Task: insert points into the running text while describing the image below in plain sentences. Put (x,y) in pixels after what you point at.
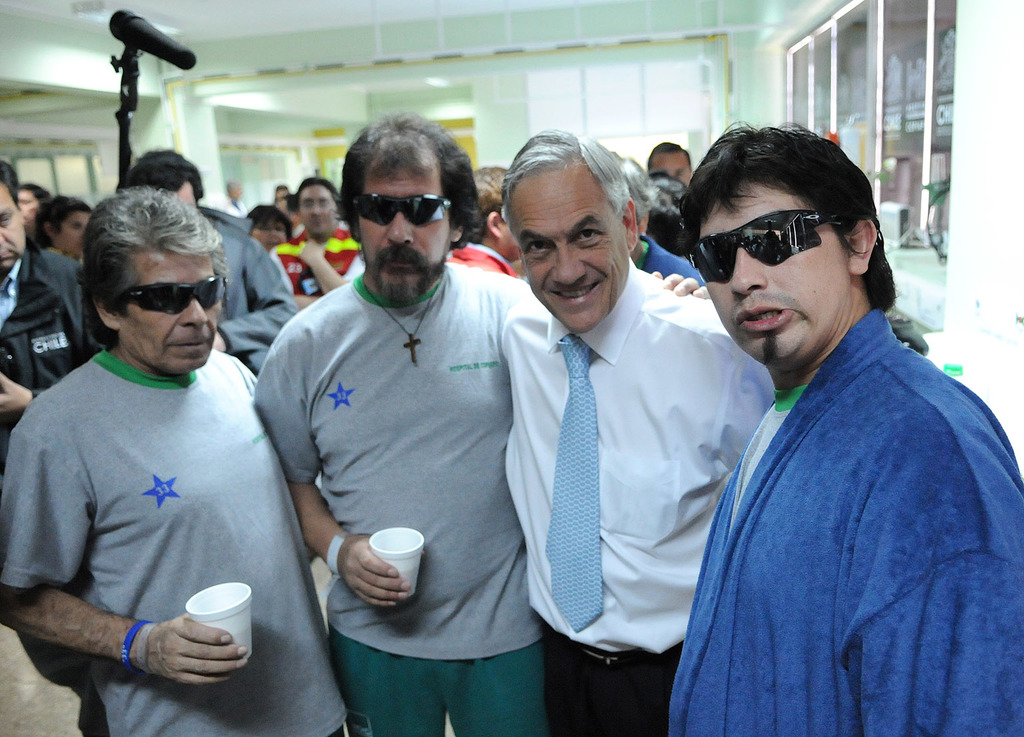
There are four people (588,551) standing and these two people (387,527) are holding cups (245,594). Background (659,167) we can see people (675,165), microphone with stand (126,144) and glass (888,71).
